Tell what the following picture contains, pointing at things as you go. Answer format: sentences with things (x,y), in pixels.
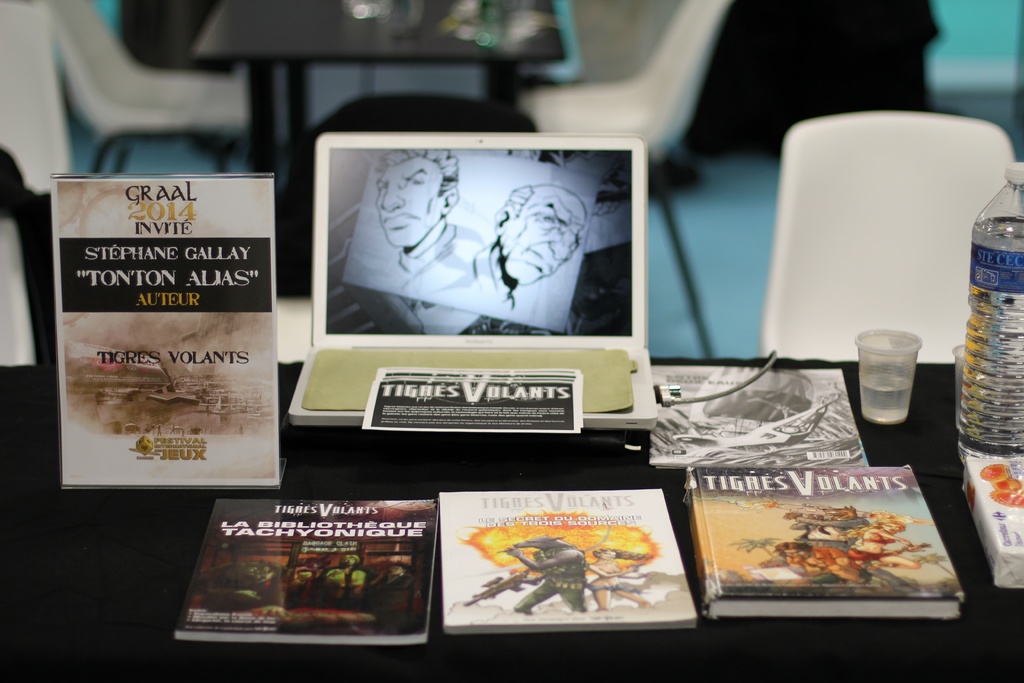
As we can see in the image there are tables (475,663) and chairs (685,107). On tables (281,403) there are books (518,497), laptop (534,256), glass (898,359) and bottle (975,224).
